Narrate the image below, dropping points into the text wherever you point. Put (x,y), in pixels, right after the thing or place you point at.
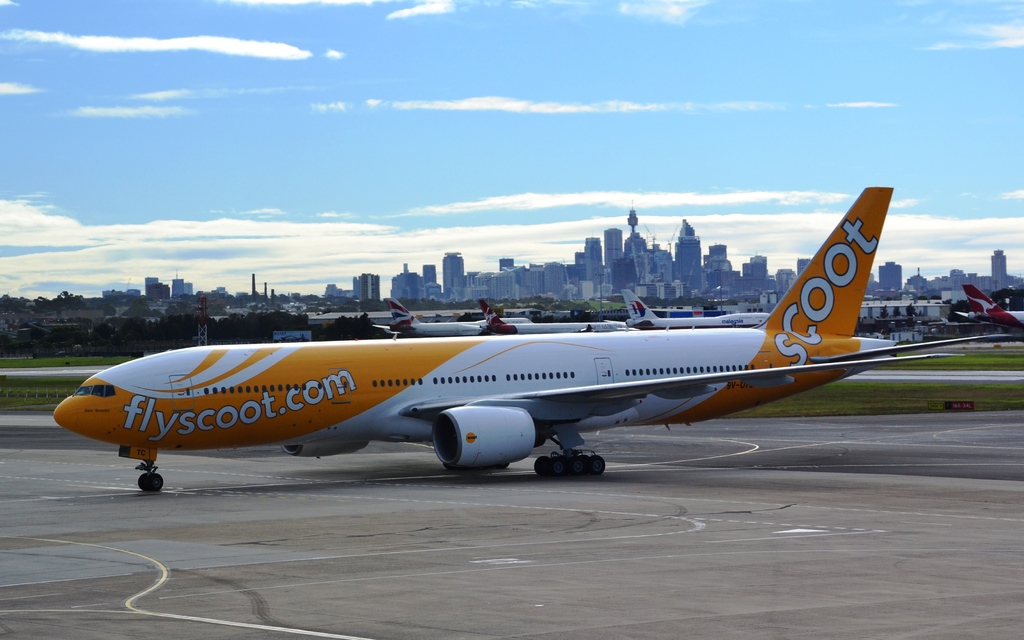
In this image in the center (552,339) there is an airplane (336,405), and at the bottom (120,497) there is walkway (343,567) and grass (913,390). And in the background (90,332) there are some trees (111,328), airplanes (991,322), buildings (788,278) and some poles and at the top (402,146) there is sky (746,197).
